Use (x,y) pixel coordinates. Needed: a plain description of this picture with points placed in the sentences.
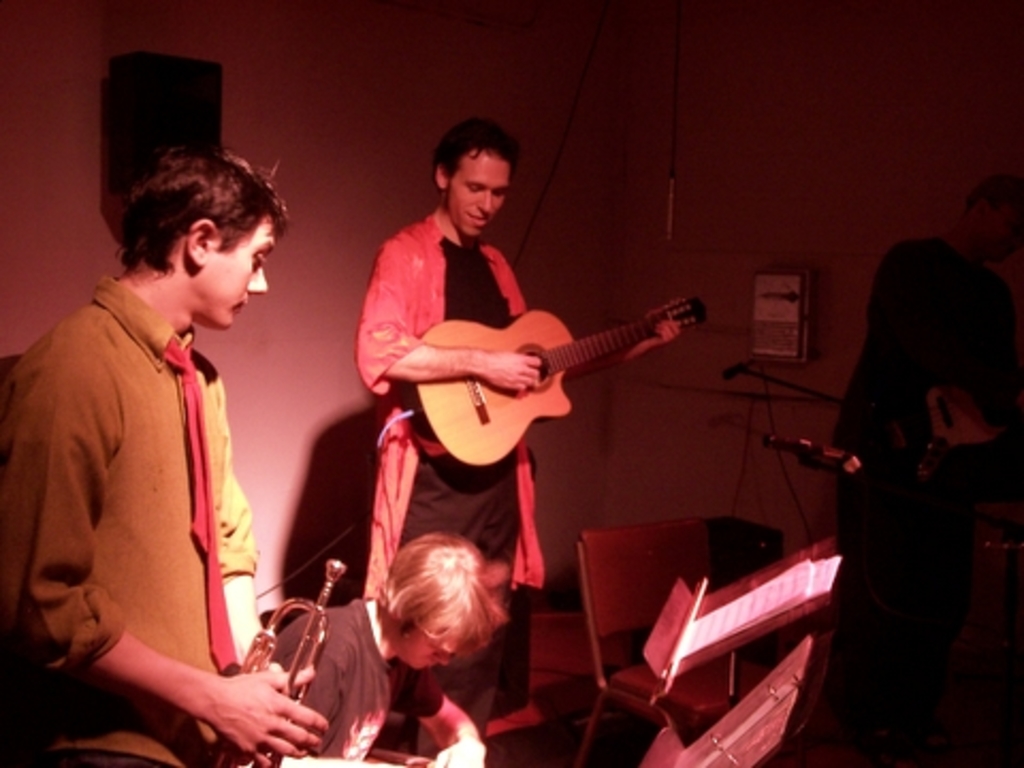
This picture shows a man (418,480) standing and playing guitar (471,438) holding in his hands (506,355) and we see other man (80,744) holding trumpet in his hand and we see a microphone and few papers (814,565) on the paper stand (696,750) and we see a woman (463,627) seated and a man (873,395) standing on the side.
